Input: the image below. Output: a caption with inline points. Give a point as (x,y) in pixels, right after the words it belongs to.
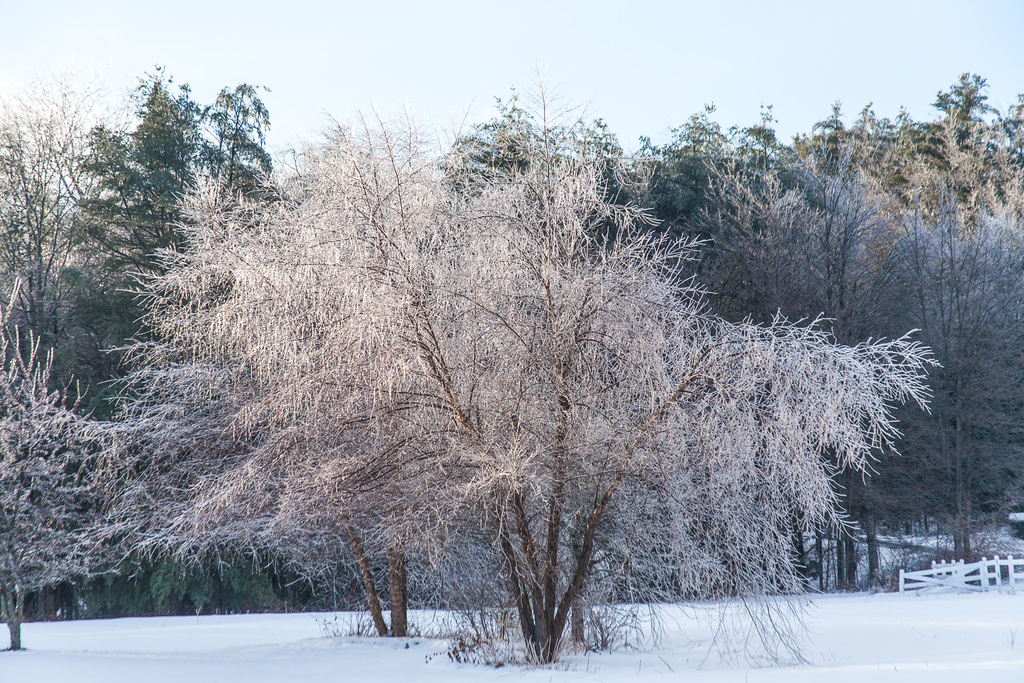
In this image, we can see trees (496,310). At the top (477,89), there is sky (660,64) and at the bottom (965,579), there are railings (943,580) on the snow (663,640).
